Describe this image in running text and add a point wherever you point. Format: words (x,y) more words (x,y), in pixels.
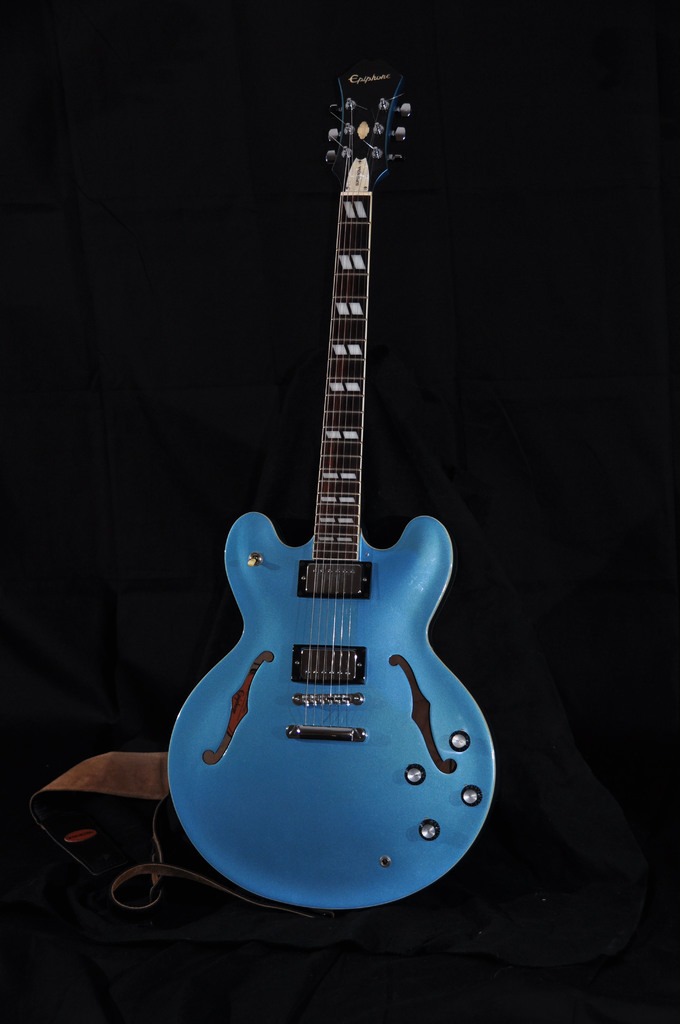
The picture consists of a guitar (281,565). On the left (146,794) we can see a strap (138,780). The background (152,152) is dark.
